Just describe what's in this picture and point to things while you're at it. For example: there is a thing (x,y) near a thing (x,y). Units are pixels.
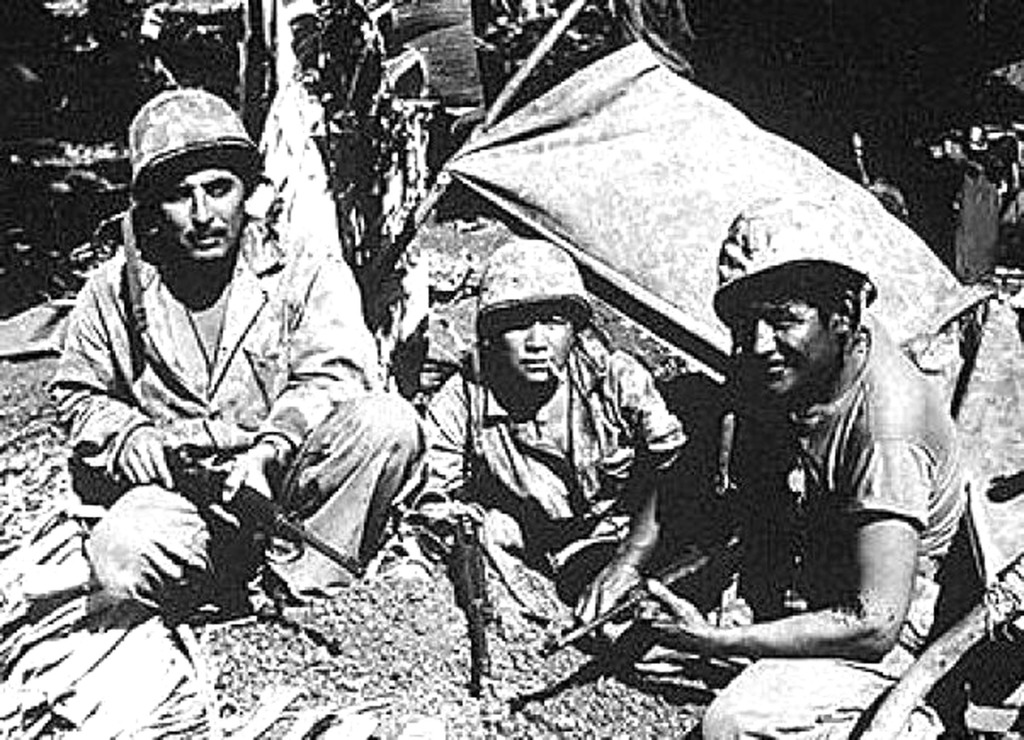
This is a black and white image. There are three persons (495,538) in this image. They look like military people (729,686). They are holding guns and wearing helmets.
